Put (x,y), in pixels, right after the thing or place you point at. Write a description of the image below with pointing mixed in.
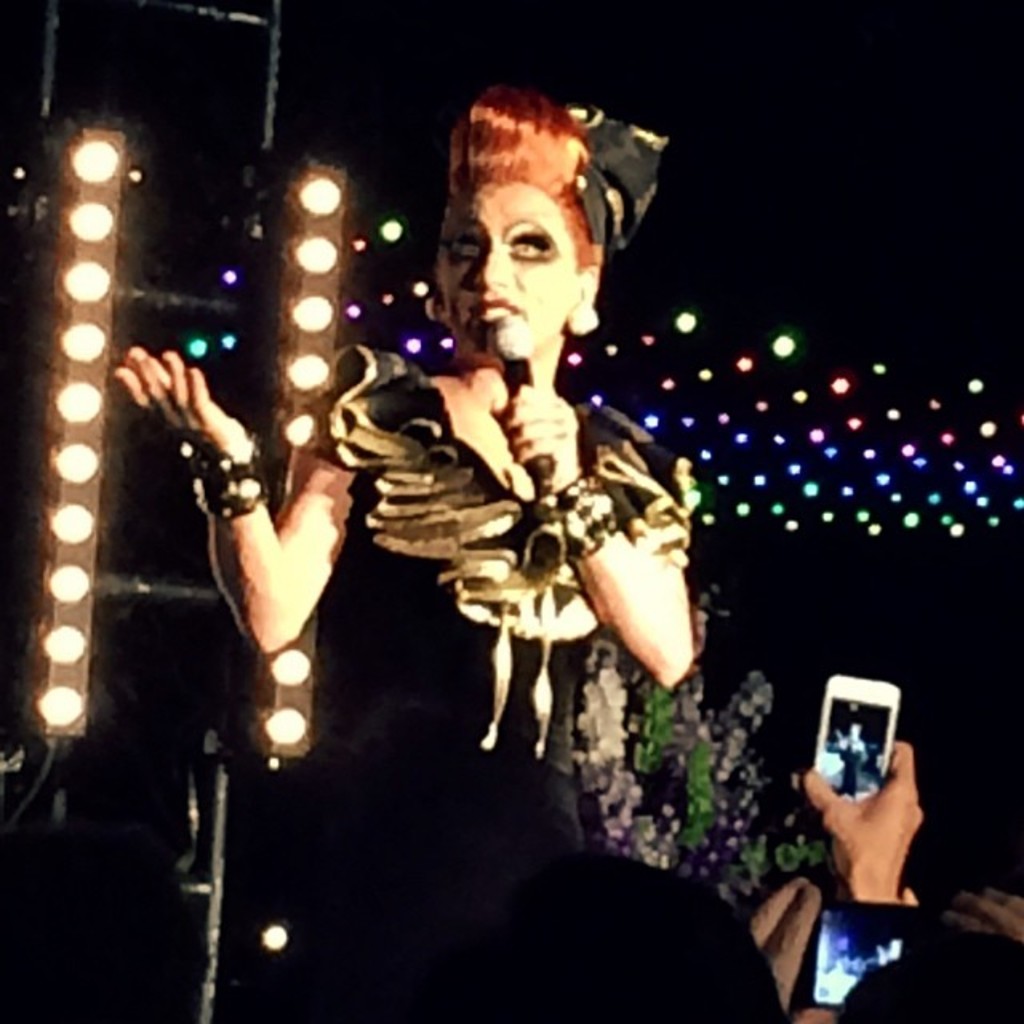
In this picture I can see a woman (458,284) standing in front (627,441) and I see that she is holding a mic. On the bottom right of this picture (971,992), I can see persons (816,801) holding electronic devices (833,731). In the background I can see the lights (51,463) and I see that it is a bit dark.
